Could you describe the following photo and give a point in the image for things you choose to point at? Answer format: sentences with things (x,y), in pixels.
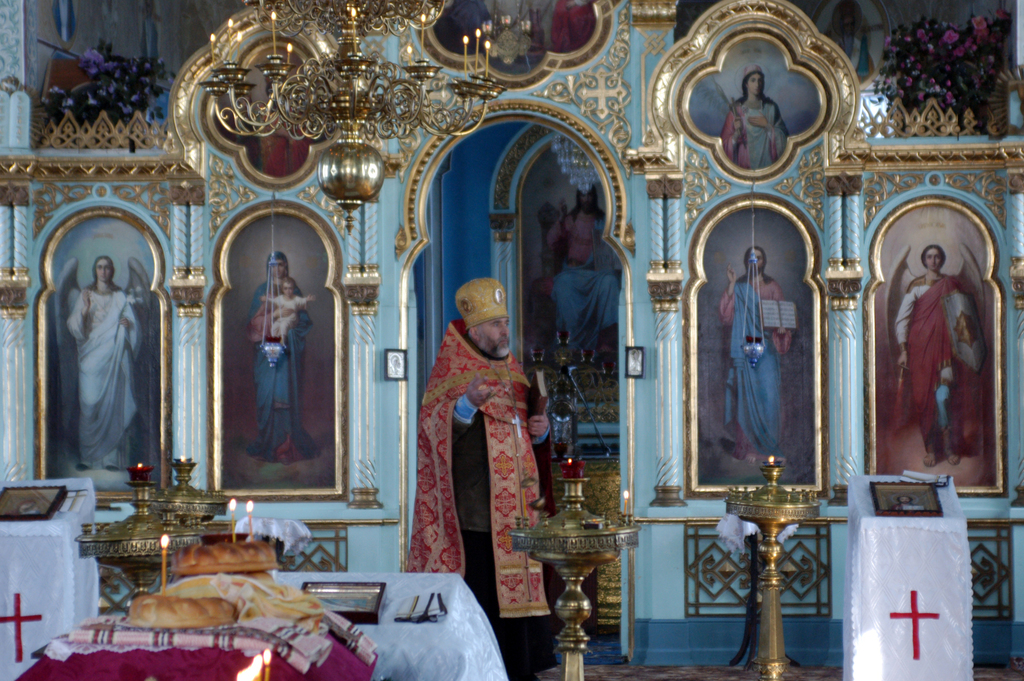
A person (499,498) is standing in a room (15,313). There are candles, tables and photo frames (313,294) are present at the back (794,359).
